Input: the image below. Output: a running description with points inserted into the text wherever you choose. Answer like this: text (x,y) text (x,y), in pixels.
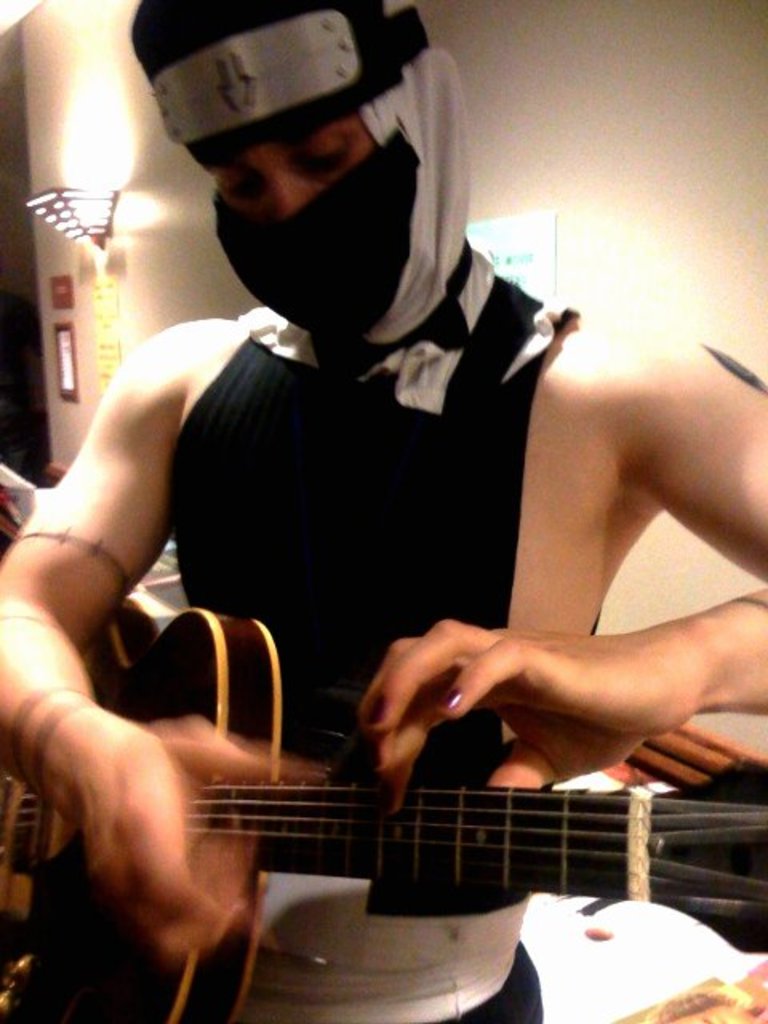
In this picture there is a person (352,516) holding guitar (240,711) in hand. The face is covered with cloth (327,260). In the background (576,146) there is wall (565,99), picture frame (62,356) and the wall lamp (90,215).
